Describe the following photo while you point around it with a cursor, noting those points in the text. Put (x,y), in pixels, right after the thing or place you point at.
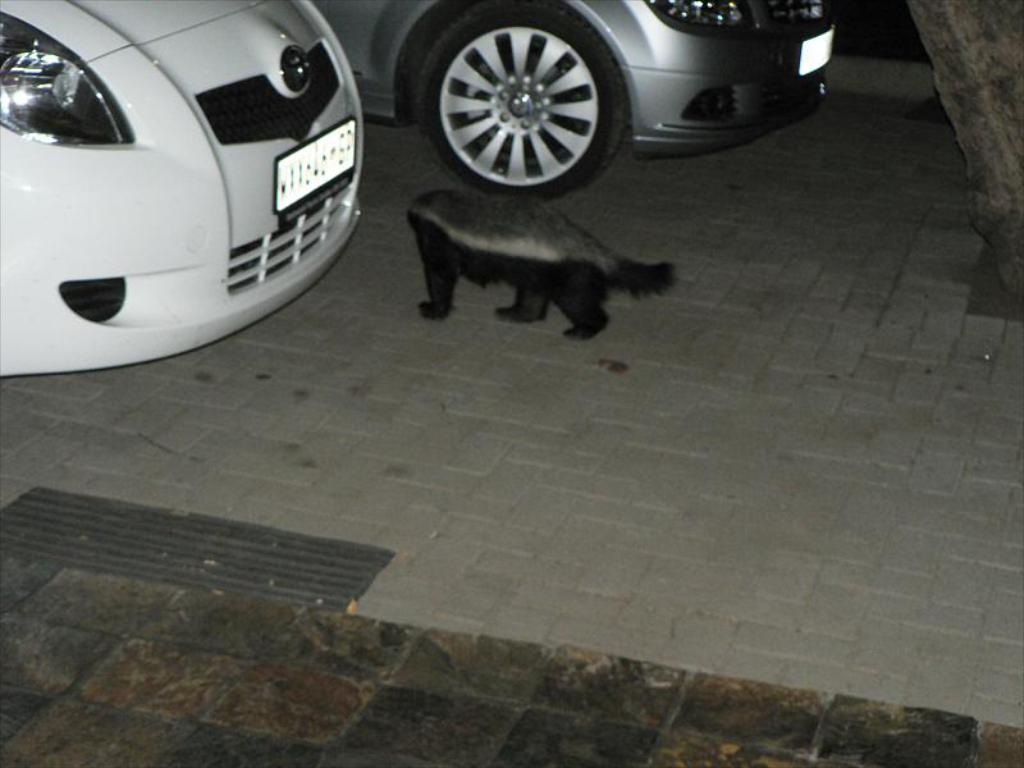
This picture shows couple of cars (441,105) parked and we see a honey badger (521,266) on the floor (516,351). It is black and white in color.
